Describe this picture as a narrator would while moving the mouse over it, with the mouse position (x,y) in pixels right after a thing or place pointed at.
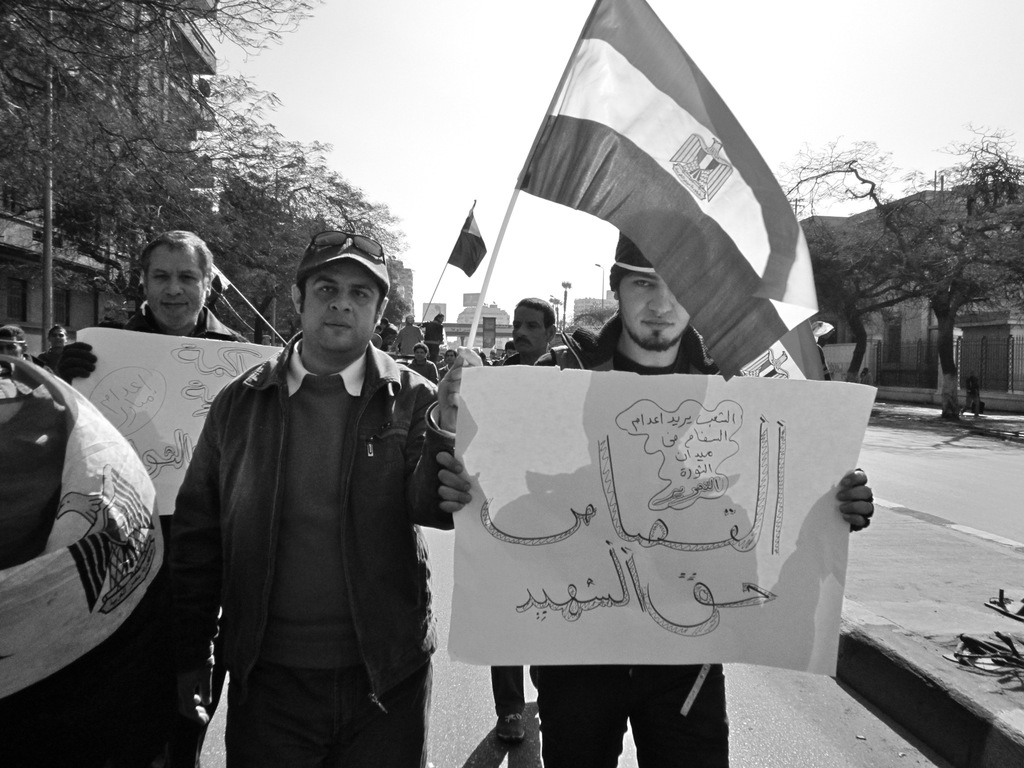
In this black and white image there are a few people (339,321) standing, a few (398,368) are holding flags (765,340) and few (455,381) are holding paper (581,537) with some text (635,540) on it. On the left (34,285) and right side of the image (935,276) there are buildings (902,329) and trees (85,229). In the background (968,239) there are a few poles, buildings (471,312), trees (563,317) and the sky (772,29).
